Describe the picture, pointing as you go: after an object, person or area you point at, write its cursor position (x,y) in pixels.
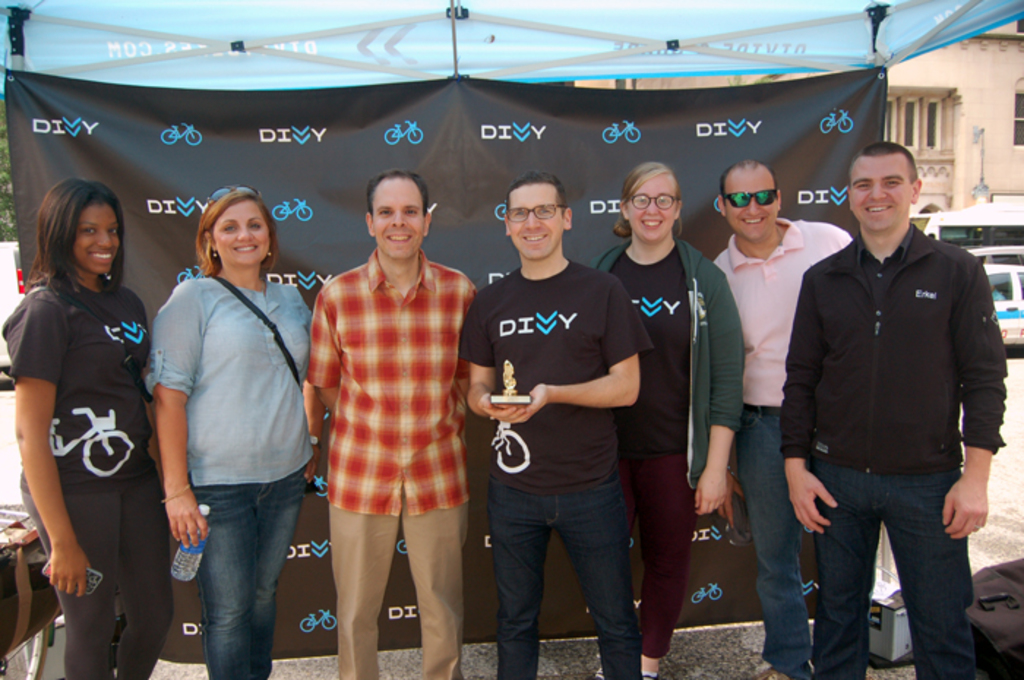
In the center of the image (354,370) we can see people (354,370) standing. The man (601,450) standing in the center (565,440) is holding a statue (516,399). In the background (691,69) there is a tent (674,71), building (900,86) and we can see vehicles (1019,266). At the bottom (741,659) there is a road (735,642).
